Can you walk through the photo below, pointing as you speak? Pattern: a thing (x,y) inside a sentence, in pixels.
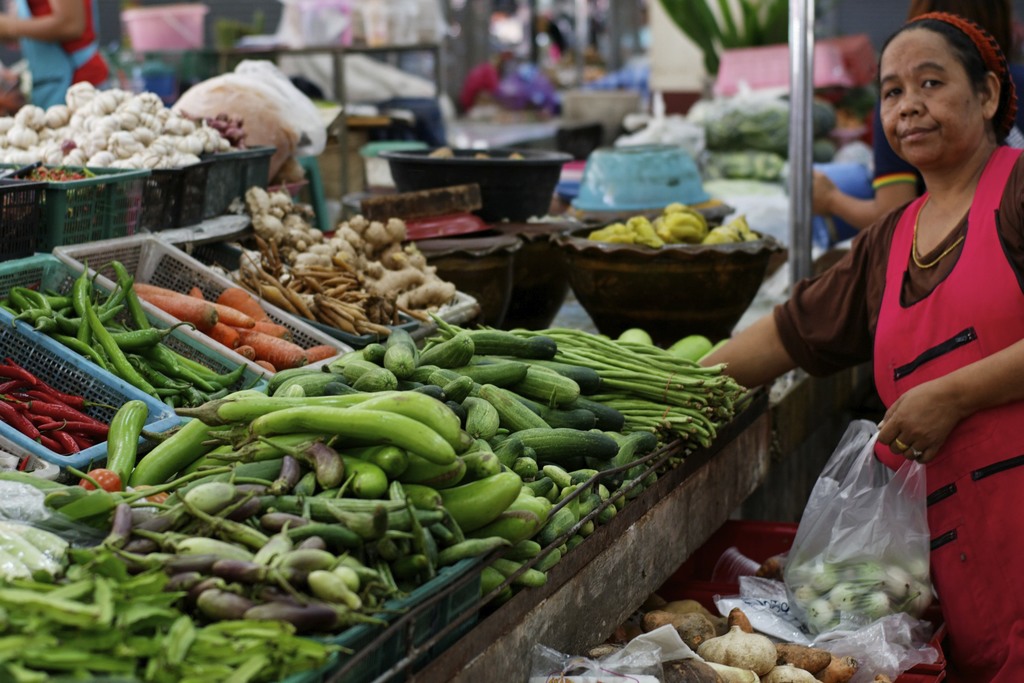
The picture is taken in a market (767,449). On the right side of the picture (989,90) there is a woman (880,281) standing. In the foreground of the picture (207,244) there are vegetables (328,464) in baskets (46,364). The background (146,17) is blurred. In the background (157,24) there are vegetables (743,139), shops (577,44), trees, people (69,33) and baskets (559,152).
